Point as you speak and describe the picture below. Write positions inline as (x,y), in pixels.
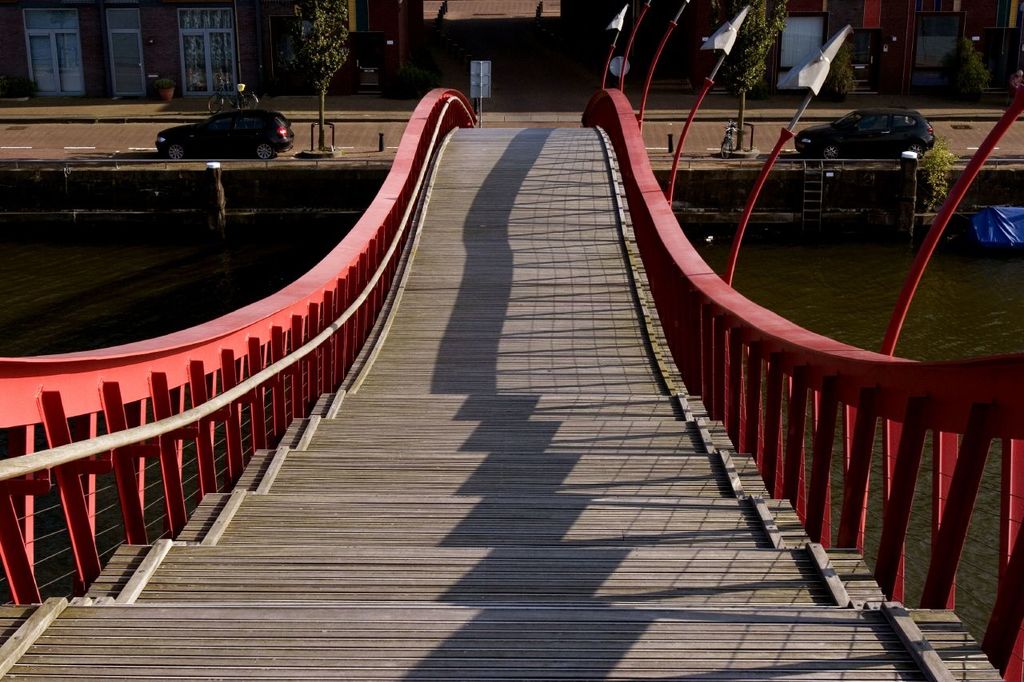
In this image I can see the bridge (501,421) and the railing (895,373). On both sides of the bridge (553,471) I can see the water (785,409). In the background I can see the vehicles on the road (375,149). I can see the poles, boards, trees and the buildings (593,45).
